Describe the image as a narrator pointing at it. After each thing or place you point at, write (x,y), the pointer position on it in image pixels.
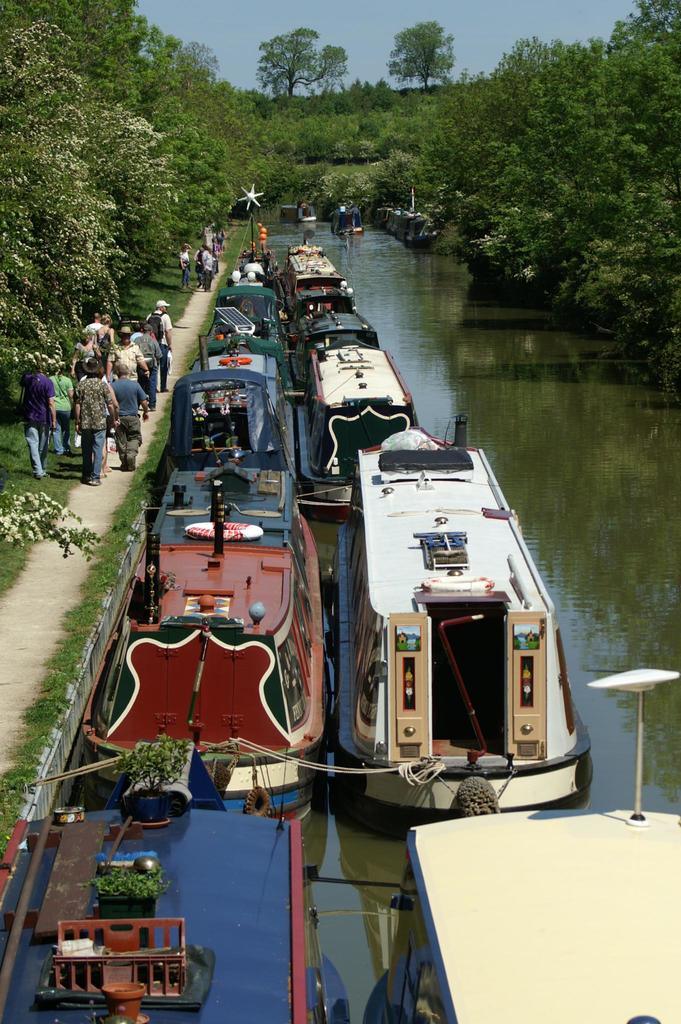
In this image we can see some launches (295,666) which are on water (345,867), at the left side of the image (149,385) there are some persons (48,433) walking on the floor (23,676) and at the background of the image (425,163) there are some trees (449,161) and clear sky (362,53).
